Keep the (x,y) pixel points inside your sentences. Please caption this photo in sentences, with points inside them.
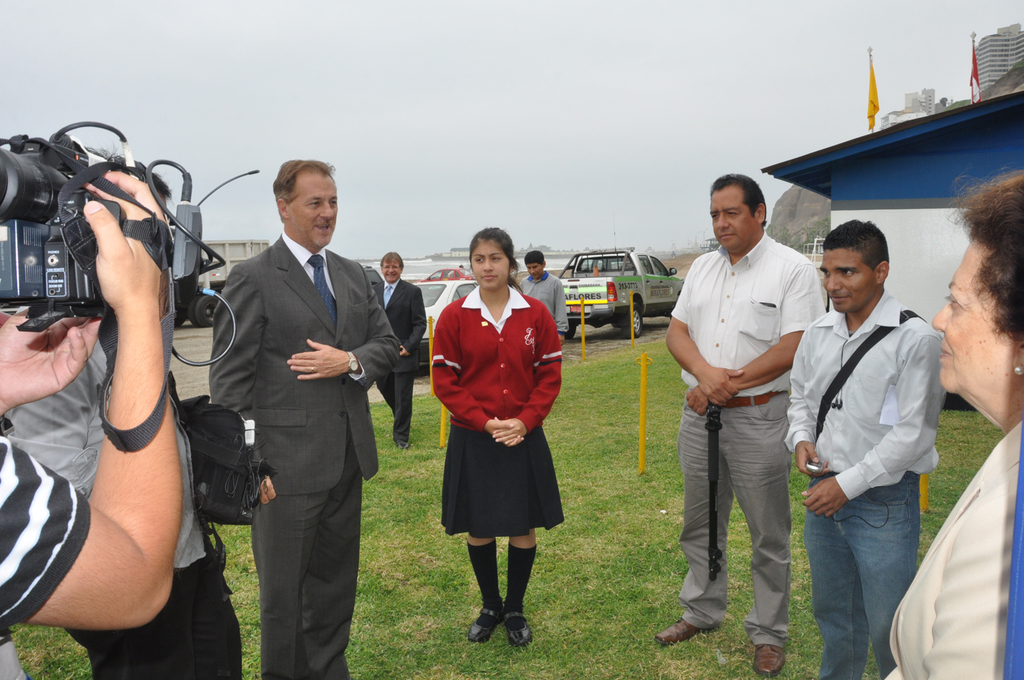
This person (1,402) is holding a camera (66,190). Here we can see people (985,410). Land (947,480) is covered with grass (580,529). Background (990,70) there are flags (870,112), buildings (950,150) and vehicles (469,280).
